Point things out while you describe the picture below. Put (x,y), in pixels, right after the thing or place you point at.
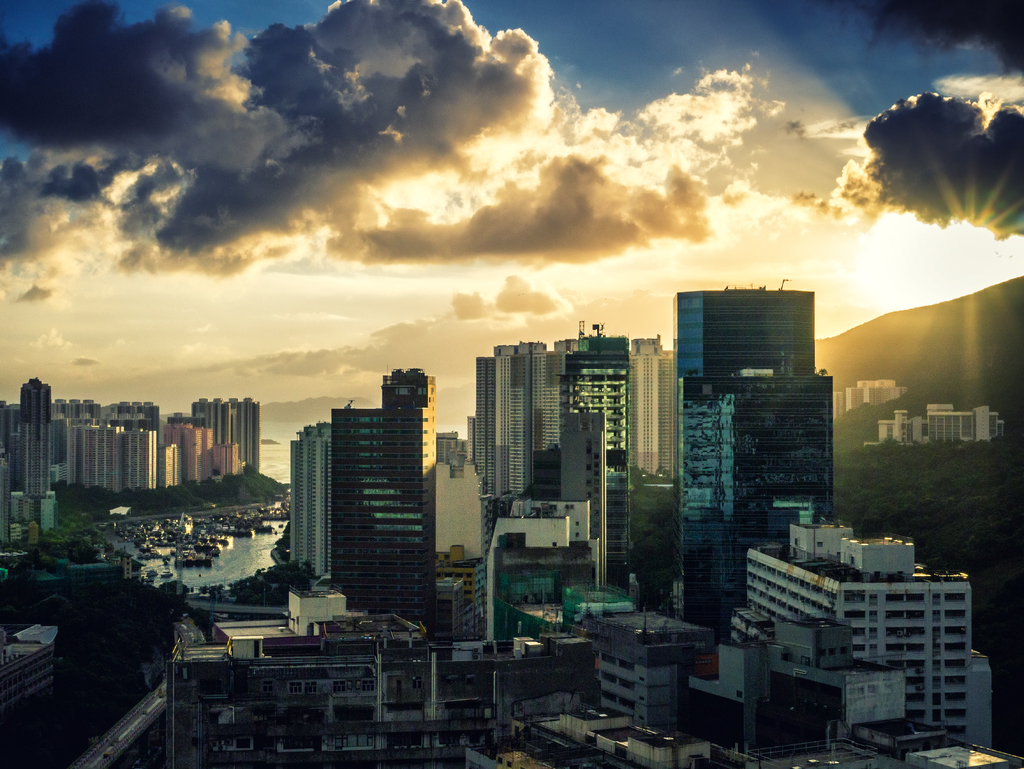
In this image we can see there are buildings (539,526). There is water (241,552) and objects (213,561). In the background (657,200) we can see cloudy sky (588,165).
